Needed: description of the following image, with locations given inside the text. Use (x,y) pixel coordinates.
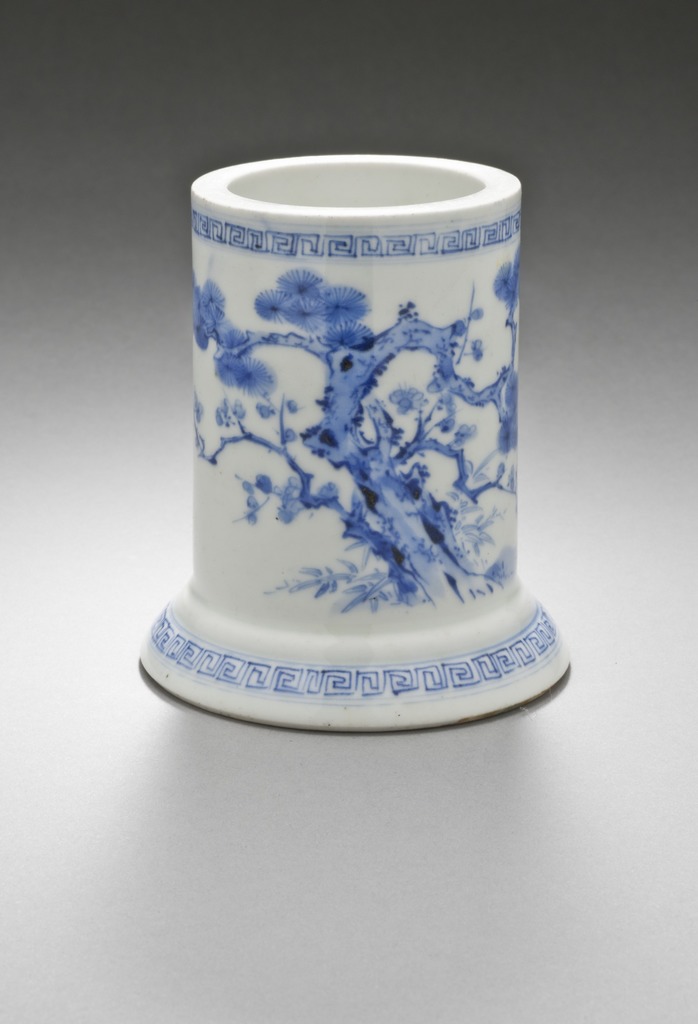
In this picture, we see the cylindrical brush holder (391,414) with a flared base (232,643). It is in blue and white color. In the background (142,322), it is grey in color.
